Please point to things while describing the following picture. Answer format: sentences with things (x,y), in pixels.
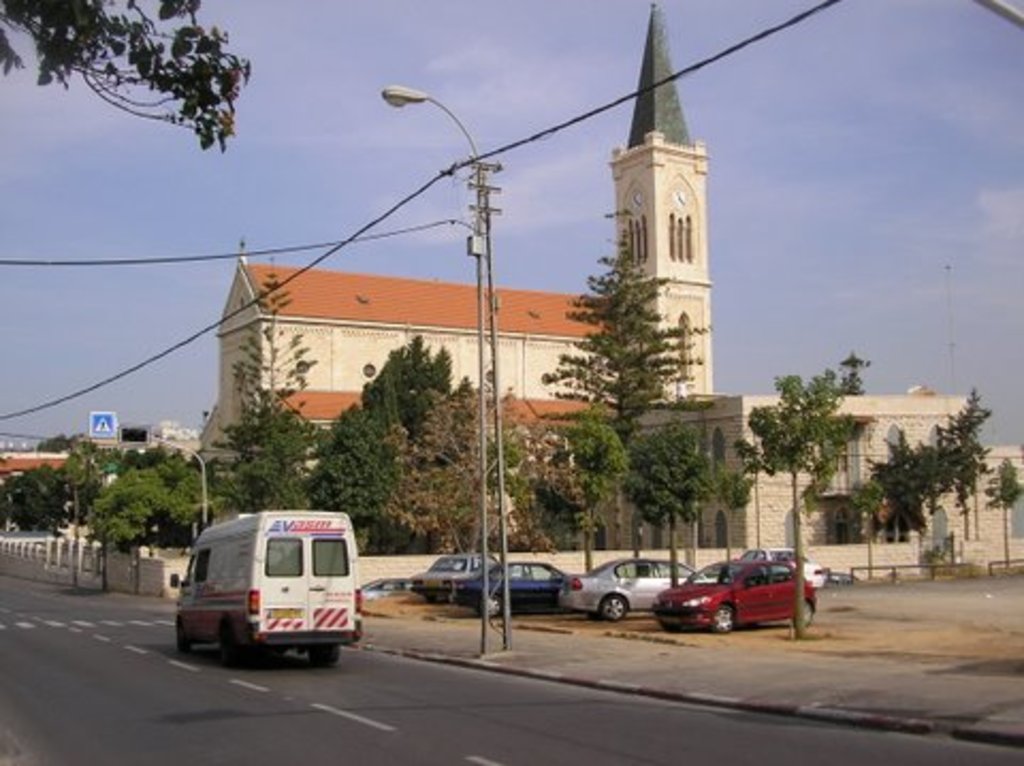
This is an outside view. Here I can see few cars (540,574) and a van (243,606) on the road (380,709). Beside the road (447,669), I can see a street light (403,96) along with the wires (424,187). In the background (456,462) there are some trees (472,462) and buildings (519,296). At the top of the image (407,65) I can see the sky (327,52). In the top left (146,38), I can see the leaves (106,44) of a tree (118,51).
